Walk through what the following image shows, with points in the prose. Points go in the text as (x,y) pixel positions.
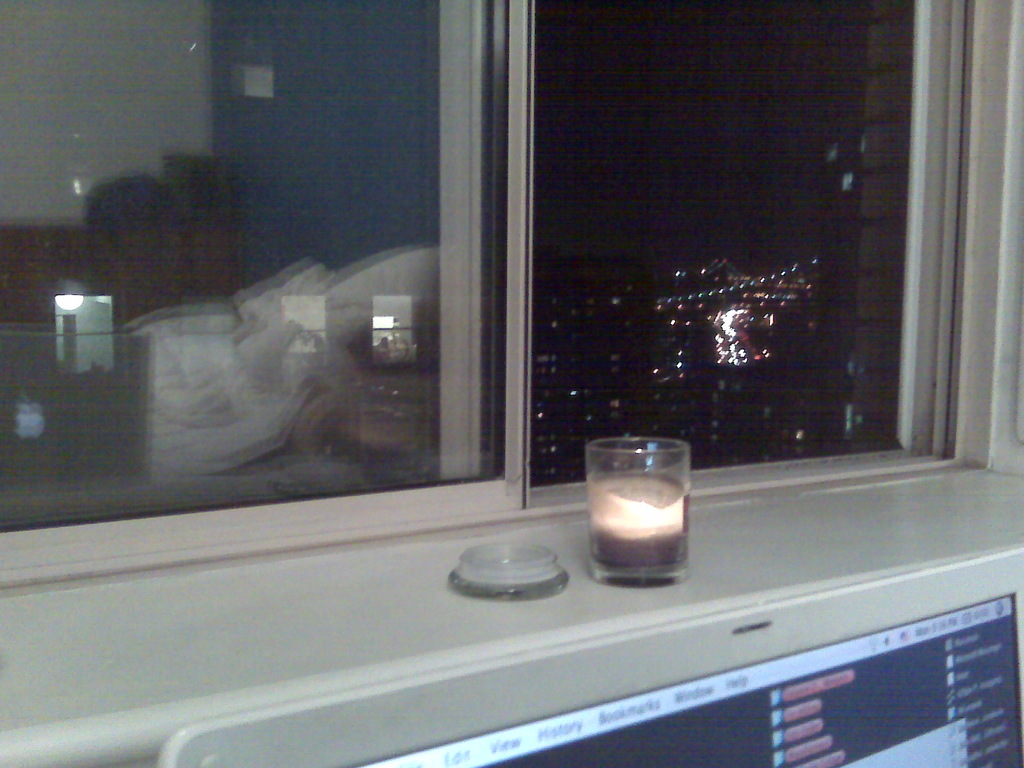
In this picture there is a glass (669,576) and lid (520,552) on the wall (451,611) and there is a window (405,397), behind the window (609,378) there are buildings (625,410). At the top (786,27) there is sky (761,79). In the foreground (505,703) there is a laptop (634,695) and there is text (822,722) on the screen (815,679). There is reflection (170,401) of the room (261,64) and bed (260,357) on the window (150,184).
